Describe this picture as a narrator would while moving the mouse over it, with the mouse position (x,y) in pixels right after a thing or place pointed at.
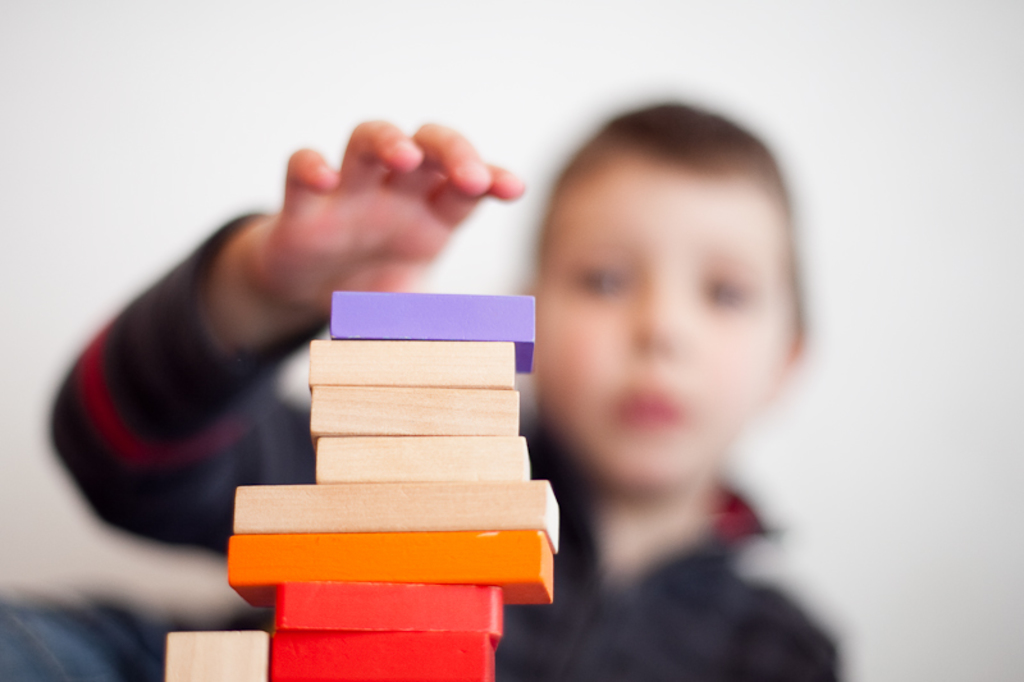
In this image we can see the building blocks (426,425). The background of the image (748,400) is slightly blurred, where we can see a child (648,318).
